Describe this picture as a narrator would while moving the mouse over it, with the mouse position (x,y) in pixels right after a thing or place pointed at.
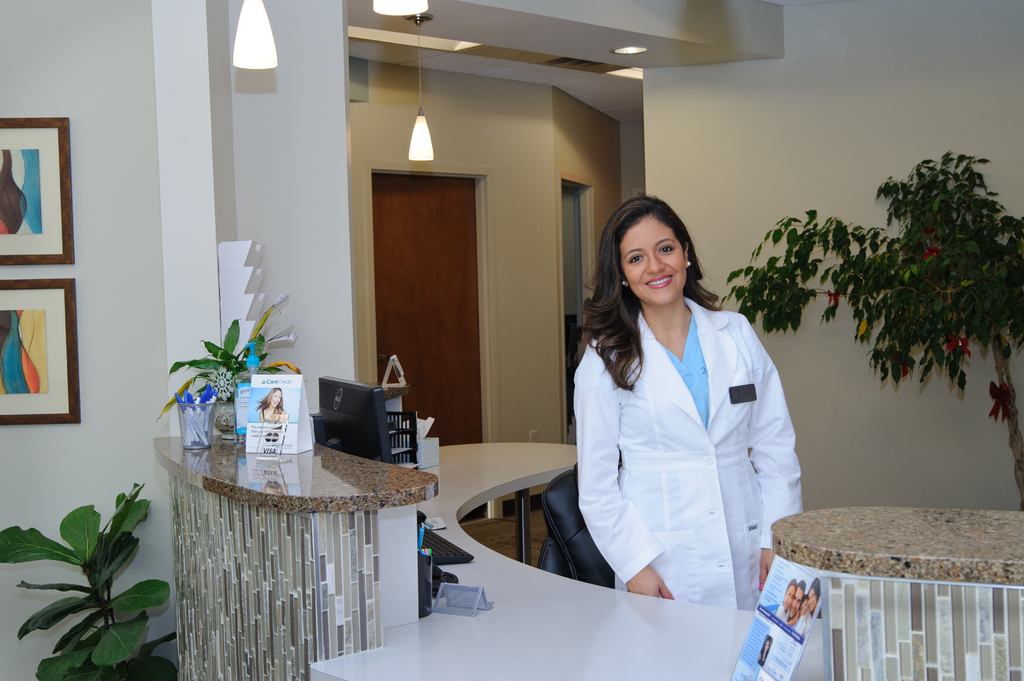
In this image we can see the inner view of a room (218,176) and there is a woman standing and posing for a photo. There is a desk (174,547) in front of her and we can see a computer (355,445) and some other thing (265,402) on the desk (365,585) and there are some plants (915,305). We can see two photo frames (26,205) attached to the wall (230,163) and there are few lights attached to the ceiling (465,4).
